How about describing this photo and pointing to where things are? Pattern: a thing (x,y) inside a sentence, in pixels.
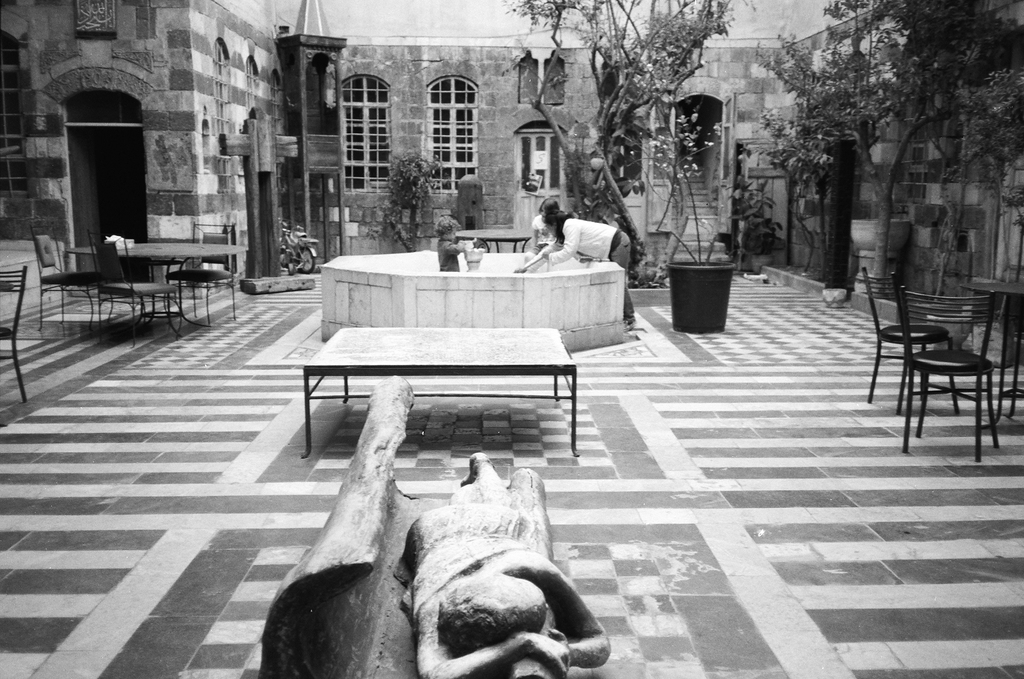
This picture is clicked inside. In the foreground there is an object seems to be the sculpture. In the center (596,238) we can see the group of persons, house plants (649,135), tables (525,396), chairs (101,262) and we can see the staircase (706,195), windows (442,124) and many other objects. In the background (482,187) there is a wall (489,47).
